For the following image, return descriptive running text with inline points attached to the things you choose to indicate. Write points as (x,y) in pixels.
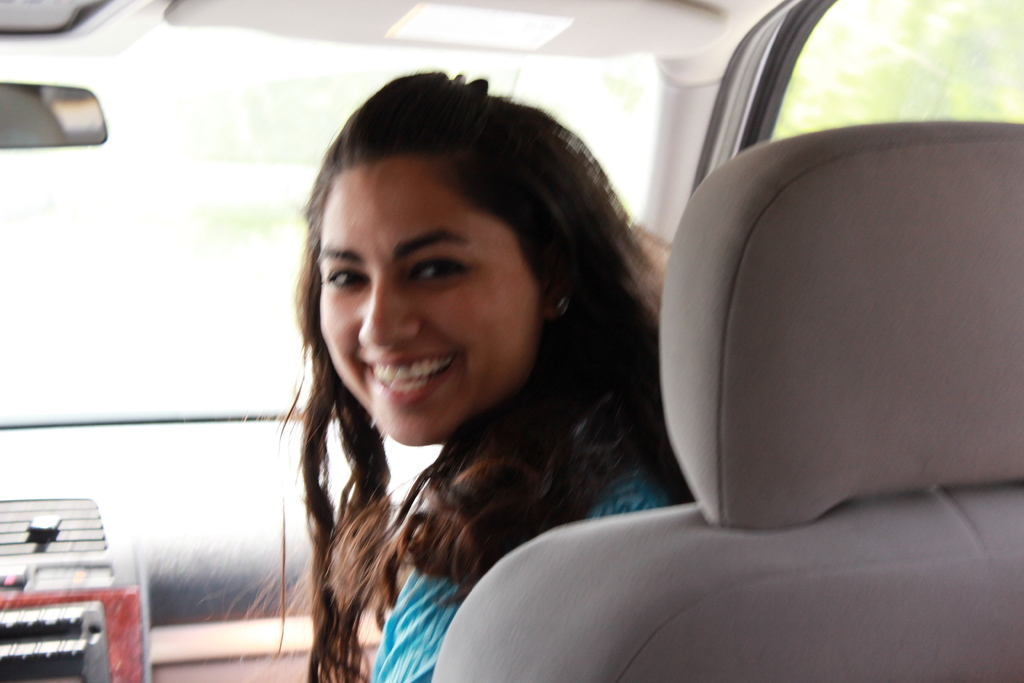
In the middle of the image (615,372) a woman (537,250) is sitting on a vehicle (740,34) and smiling.
